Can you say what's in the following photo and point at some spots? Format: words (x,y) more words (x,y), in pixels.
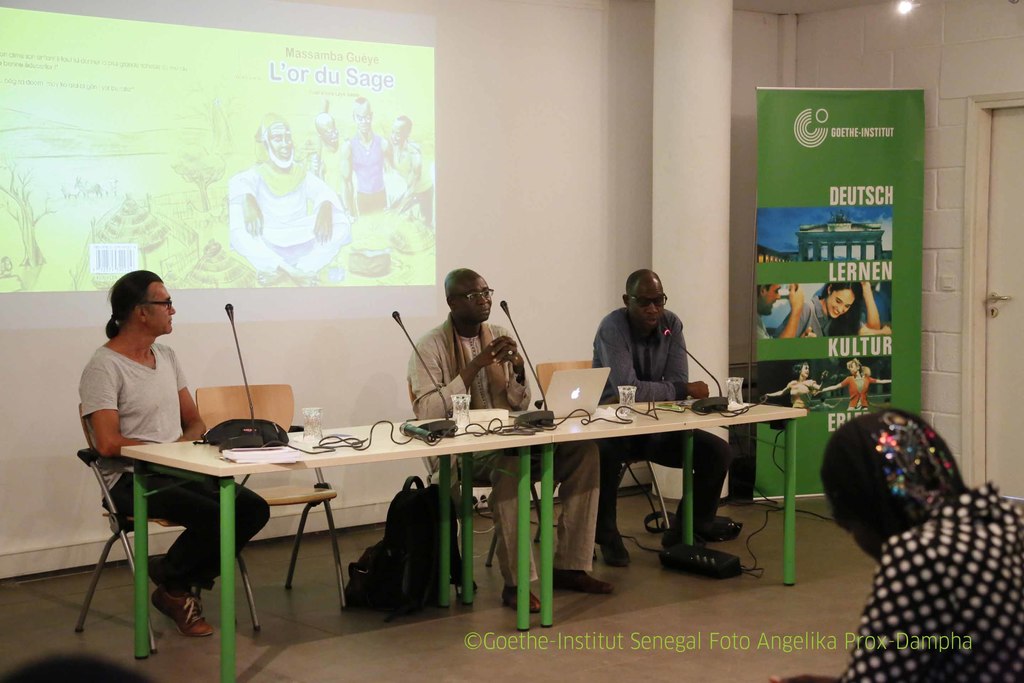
In the image we can see there are people (504,401) who are sitting on chair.
